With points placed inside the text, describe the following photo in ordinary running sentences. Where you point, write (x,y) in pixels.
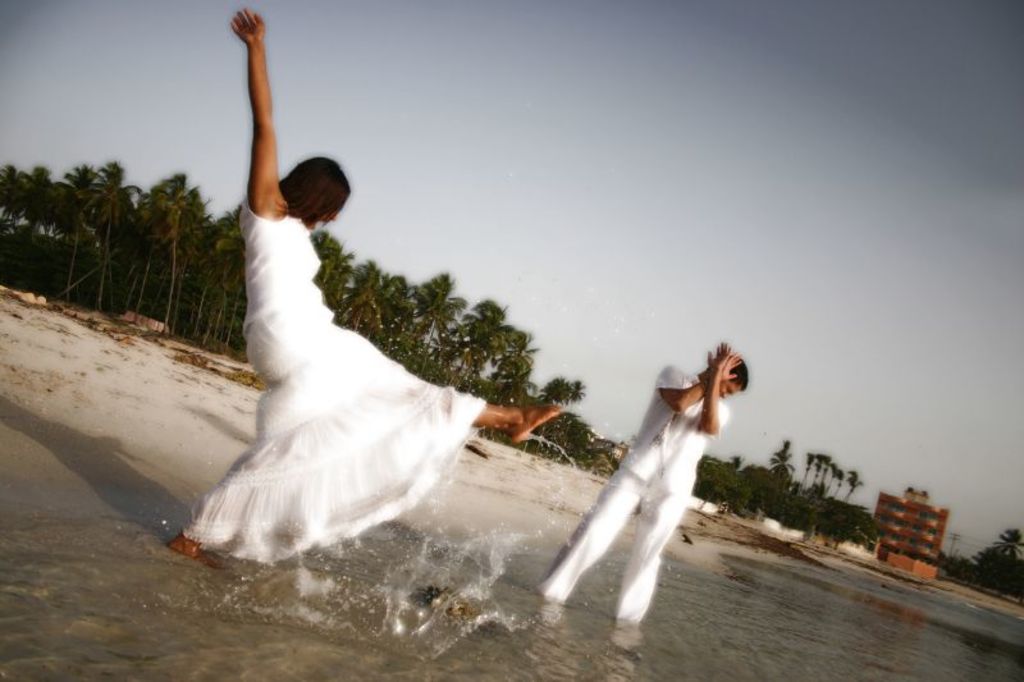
In this picture we can see people (317,523) standing on water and in the background (363,312) we can see a building (897,541), trees (363,312), sky (864,23).
